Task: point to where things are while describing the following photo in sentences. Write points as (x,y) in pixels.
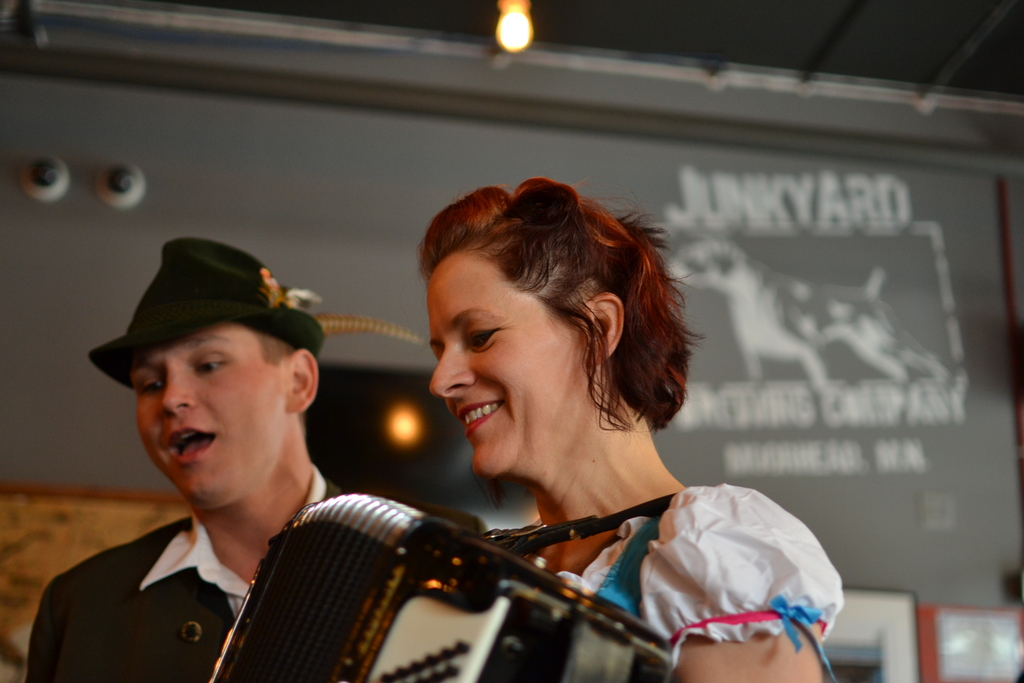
In this image there are two persons (69,627), a person (494,330) with an accordion (280,670), and in the background (866,665) there are frames (944,632) attached to the wall (504,134).
